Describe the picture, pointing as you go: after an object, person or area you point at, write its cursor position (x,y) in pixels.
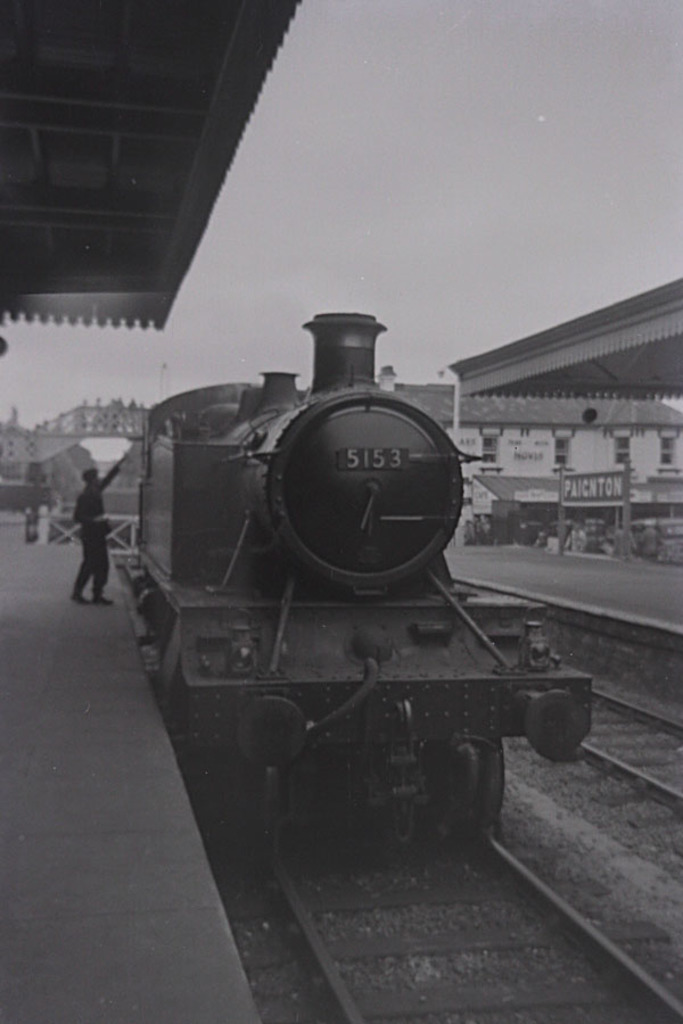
In this picture there is a train (324,504) on the railway track (528,974). On the left side of the image (95,470) there is a person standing on the platform (39,836). At the back (92,429) there are buildings (653,426). On the right side of the image (613,495) there is a board (606,500) on the pole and there is text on the board (597,501). At the top (605,34) there is sky (428,190). At the bottom (622,962) there are railway tracks (674,790) and there are stones (538,871).
